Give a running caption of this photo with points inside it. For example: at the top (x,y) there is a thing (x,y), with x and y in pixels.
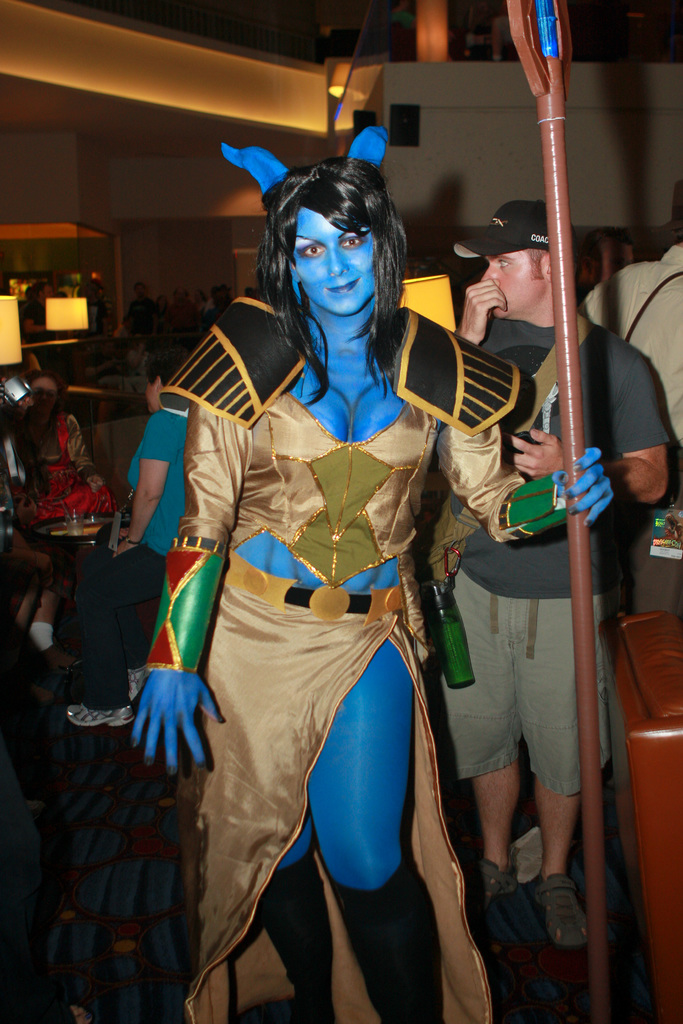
This image is taken indoors. In the background (438,184) there is a wall (449,183). There are three lamps (66,319). There are a few people (97,477) sitting on the chairs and a few are standing. There is a table (75,541) with a few things (72,528) on it. On the right side of the image (483,307) two men (507,309) are standing on the floor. There is an object (641,698). In the middle of the image (322,406) a woman (354,504) is standing. She is holding a stick (569,283) in her hand (596,484). She has worn a weird costume (291,652).
